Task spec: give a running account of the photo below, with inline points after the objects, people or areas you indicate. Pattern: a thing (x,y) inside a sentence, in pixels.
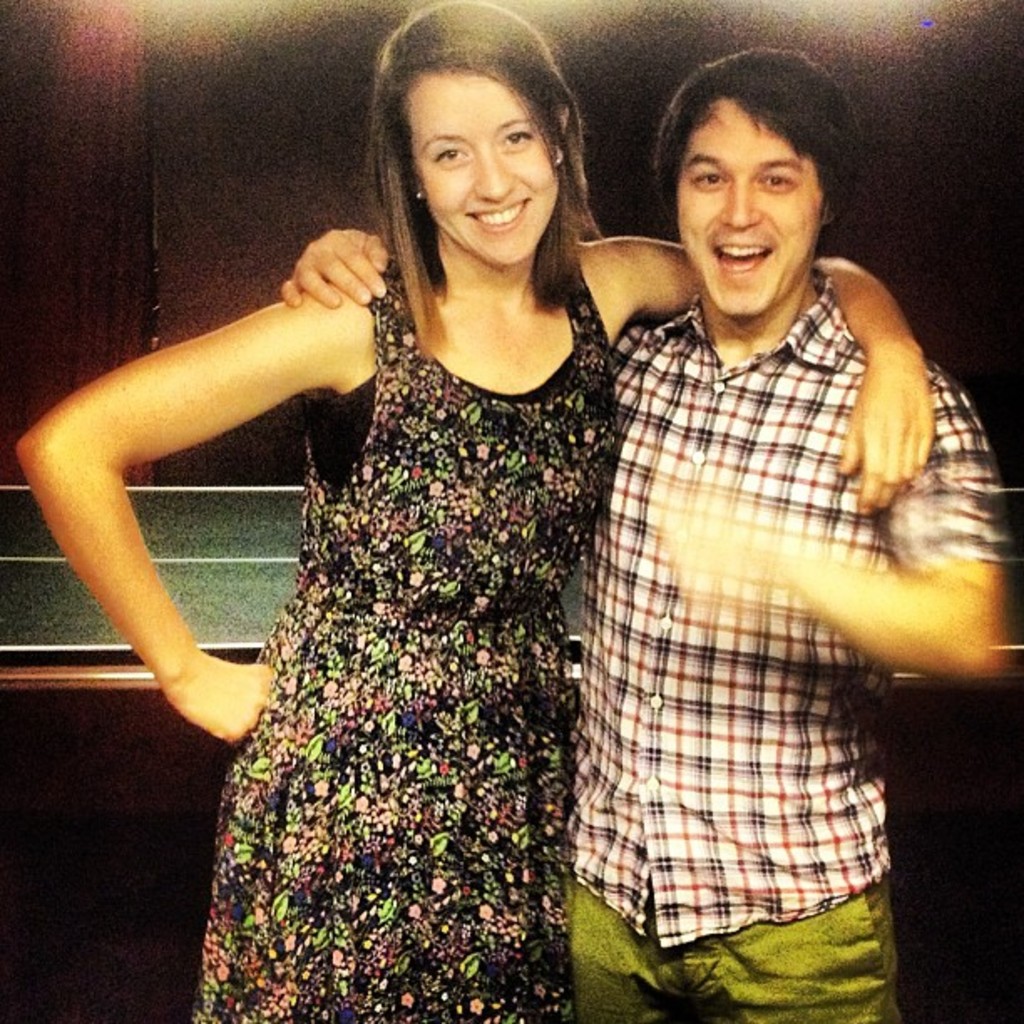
There are two persons (506,664) standing as we can see in the middle of this image (577,642), and there is a wall (245,246) in the background (338,223).
